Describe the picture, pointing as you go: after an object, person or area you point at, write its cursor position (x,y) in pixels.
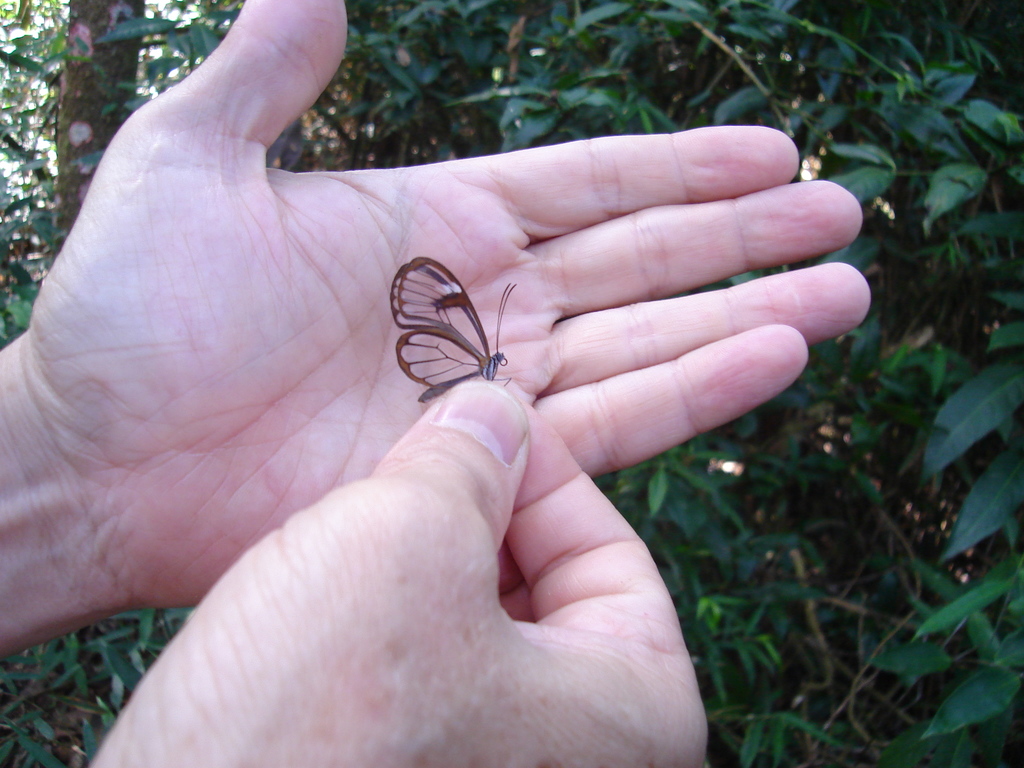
This picture is taken from outside of the city. In this image, on the left side (335,431), we can see a hand (450,601) of a person (483,413) holding a butterfly (494,363) in one hand (536,586) and the butterfly (411,265) is touching on the other hand (324,429). In the background (4,23), we can see some trees (804,25).
